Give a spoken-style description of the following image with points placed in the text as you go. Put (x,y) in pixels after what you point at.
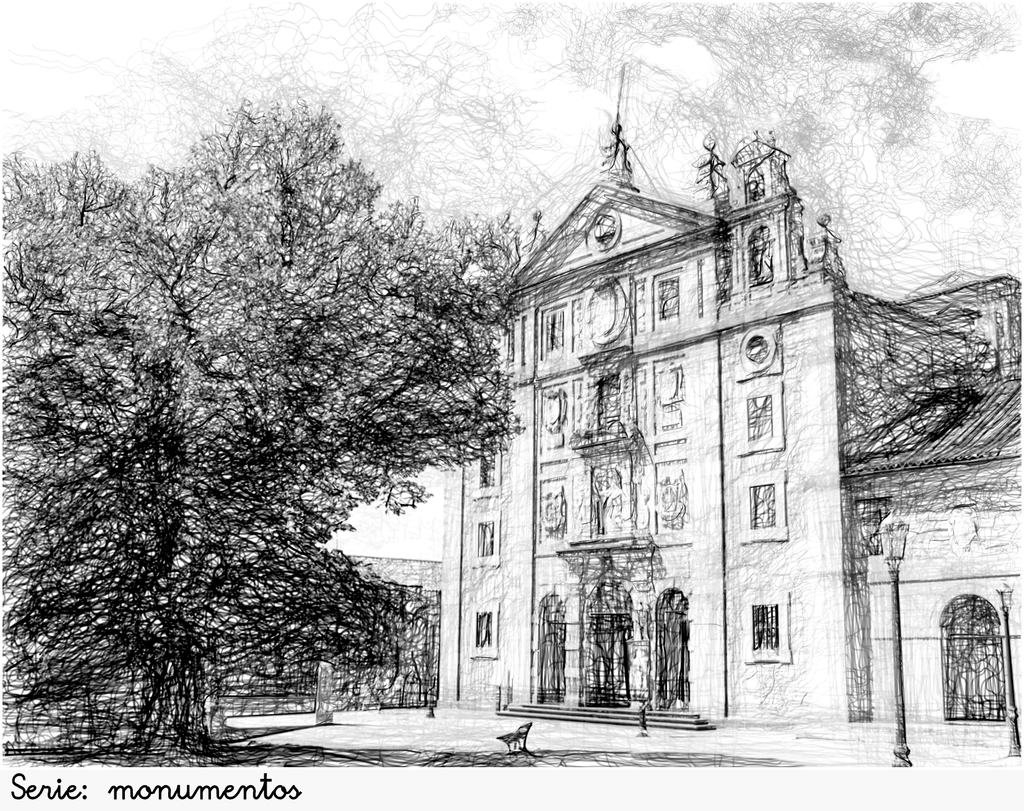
In the image we can see some trees (330,346), buildings (759,556), poles (1009,591) and it is drawing.
